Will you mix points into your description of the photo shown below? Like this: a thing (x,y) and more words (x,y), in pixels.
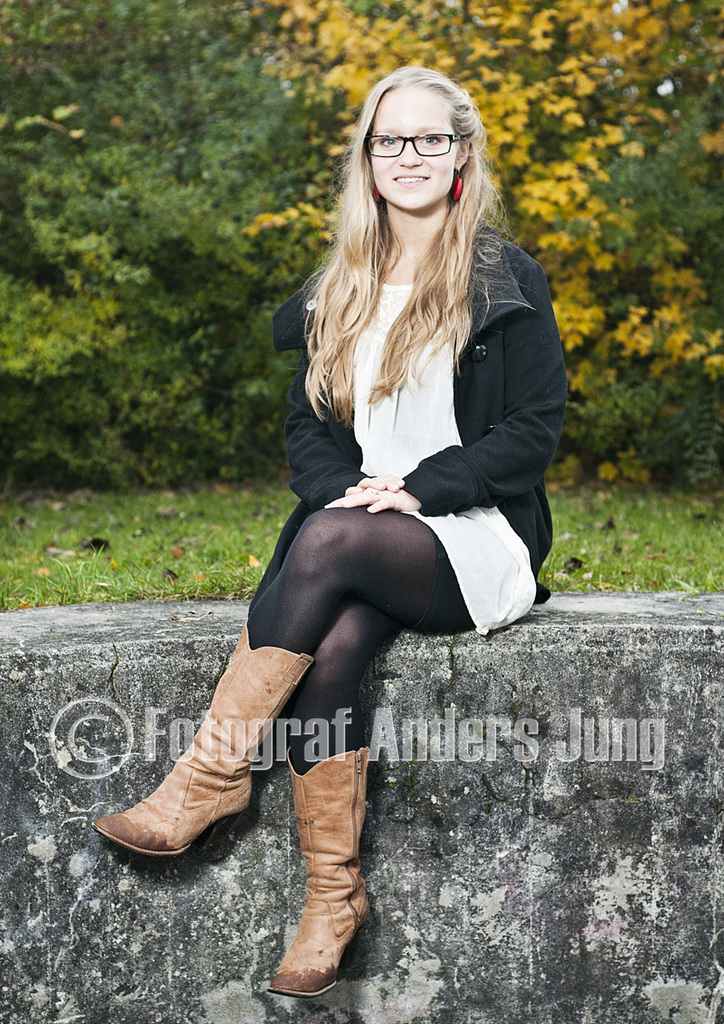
In this image we can see a woman (540,372). She is wearing a black color jacket (521,436) and she is smiling. Here we can see the spectacles (376,140) and here we can see the shoes (212,740). In the background (293,188), we can see the leaves (545,19) and trees (176,226). Here we can see the grass (154,560).
